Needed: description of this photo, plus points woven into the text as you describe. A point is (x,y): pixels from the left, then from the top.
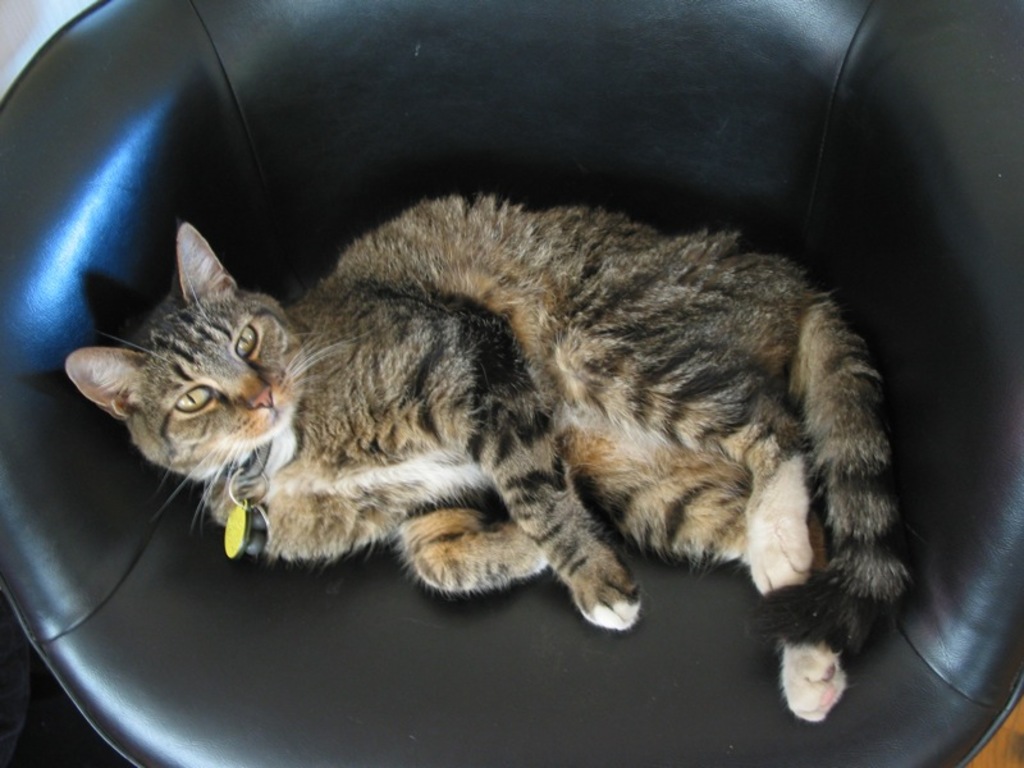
In this picture in the center (427,429) there is a cat (432,444) laying on the chair (892,298) which is black in colour.
